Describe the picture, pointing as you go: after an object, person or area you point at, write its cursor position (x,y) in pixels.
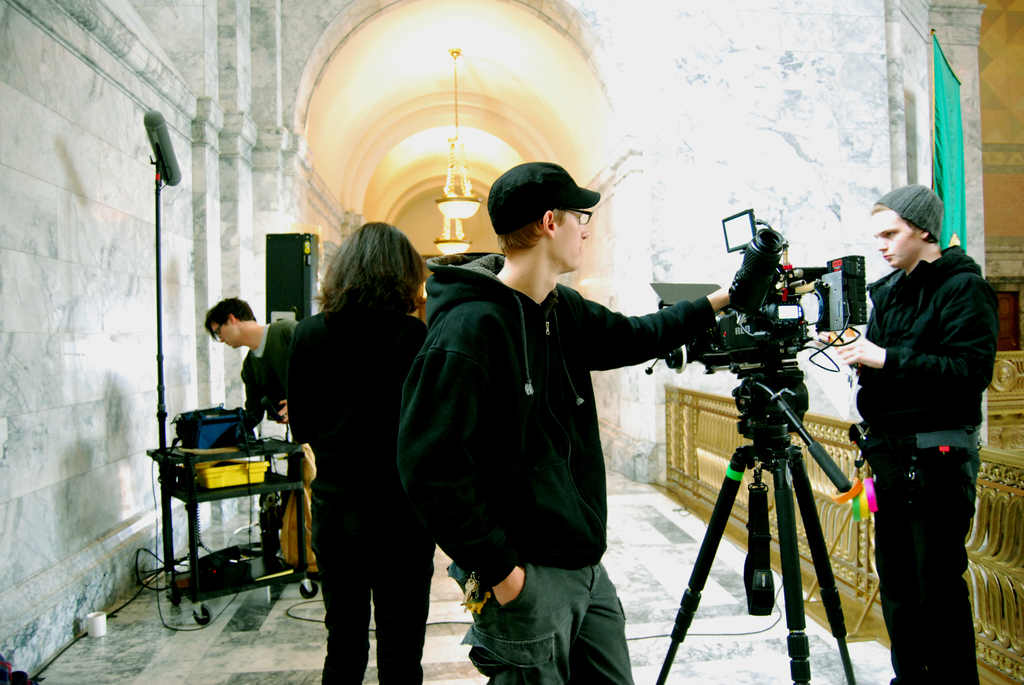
In this picture there are people (358,314) and we can see camera (761,306) with tripod (776,472), railings (771,504), green cloth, walls (145,156), objects (203,437) on stand (189,470) and device (161,179). We can see cable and white object (99,629) on the floor (696,527). In the background of the image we can see chandeliers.
